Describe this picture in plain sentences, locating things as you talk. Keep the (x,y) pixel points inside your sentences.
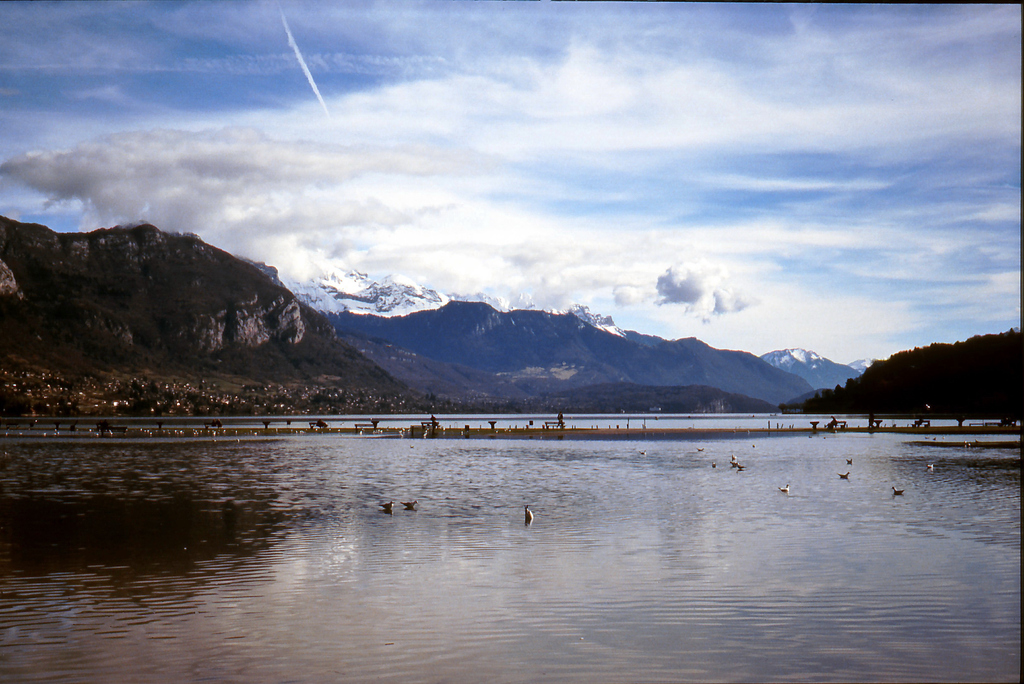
In this image I can see few mountains (402,327), water (891,421), trees (875,409) and few birds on the water surface (728,556). The sky (632,195) is in blue and white color.
